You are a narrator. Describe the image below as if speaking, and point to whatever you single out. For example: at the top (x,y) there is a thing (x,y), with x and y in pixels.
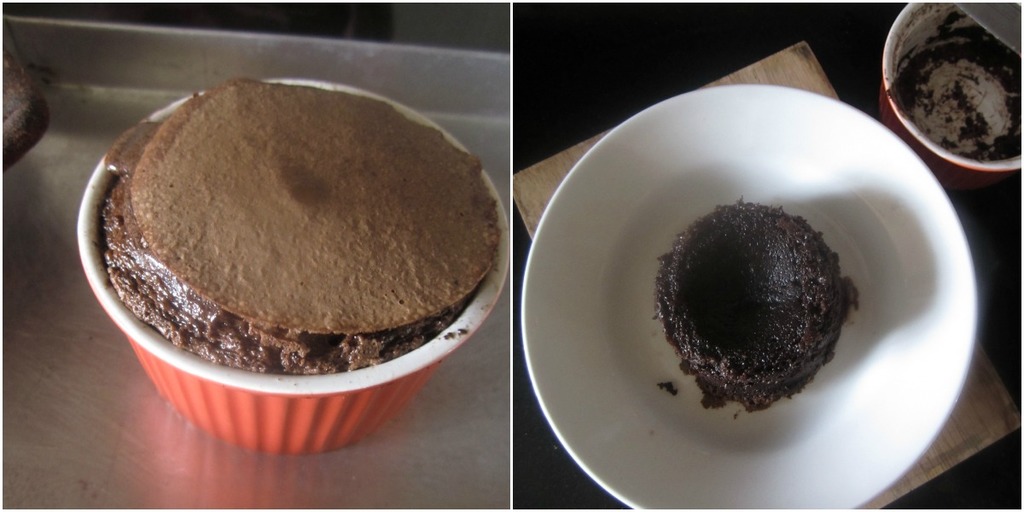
This is collage picture, in these picture we can see cups (402,360), bowl (913,160), cakes (165,129) and objects (78,139).
